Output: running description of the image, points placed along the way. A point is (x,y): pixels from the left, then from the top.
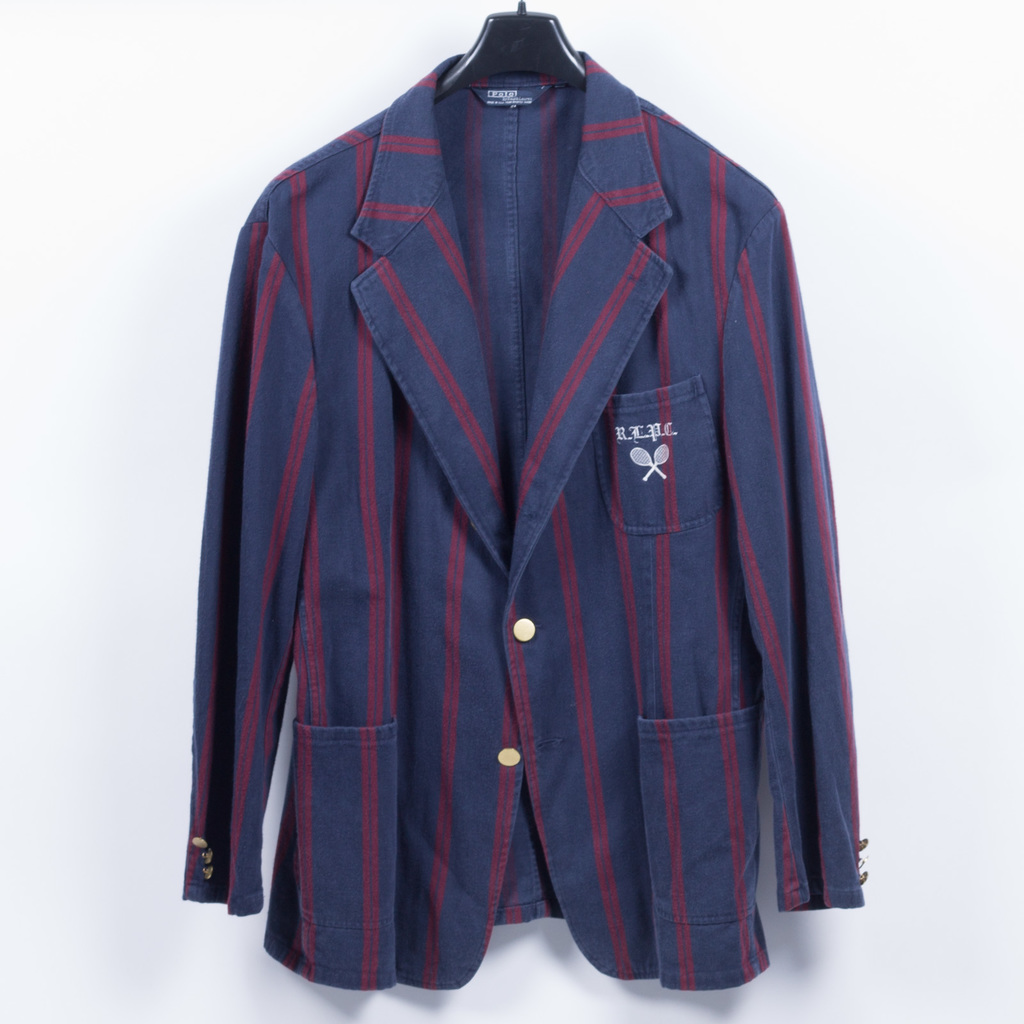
In this image we can see a suit jacket (499,707) with a hanger (567,61) and the background of the image (31,295) is in white color.
